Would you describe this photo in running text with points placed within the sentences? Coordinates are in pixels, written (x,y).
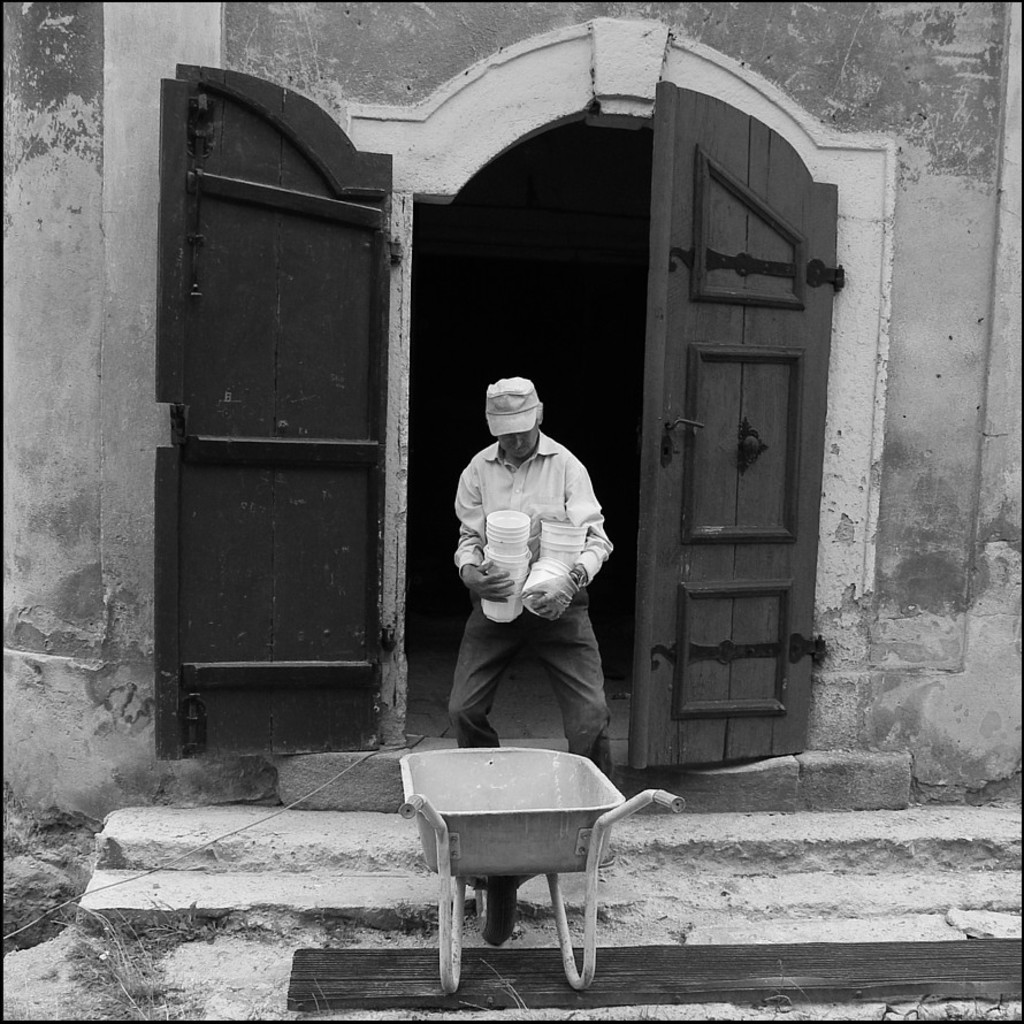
This is a black and white image. In this image we can see a person (538,470) standing in the entrance door (778,541) of a building (399,516) and he is holding some objects (525,579) in his hands (546,614), in front of the person (478,729) there is a trolley (602,820).
